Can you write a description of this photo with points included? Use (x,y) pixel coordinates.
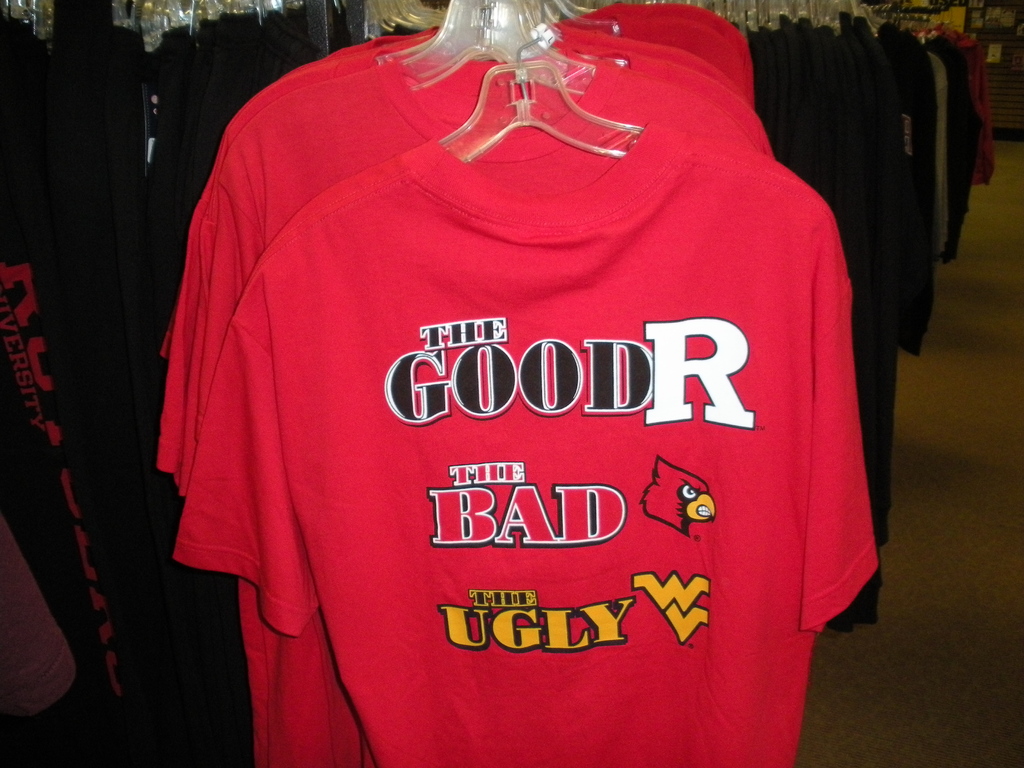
In this image there are clothes (633,217) and in the front (596,389) there is a red colour t-shirt (615,402) with some text (506,481) written on it.
